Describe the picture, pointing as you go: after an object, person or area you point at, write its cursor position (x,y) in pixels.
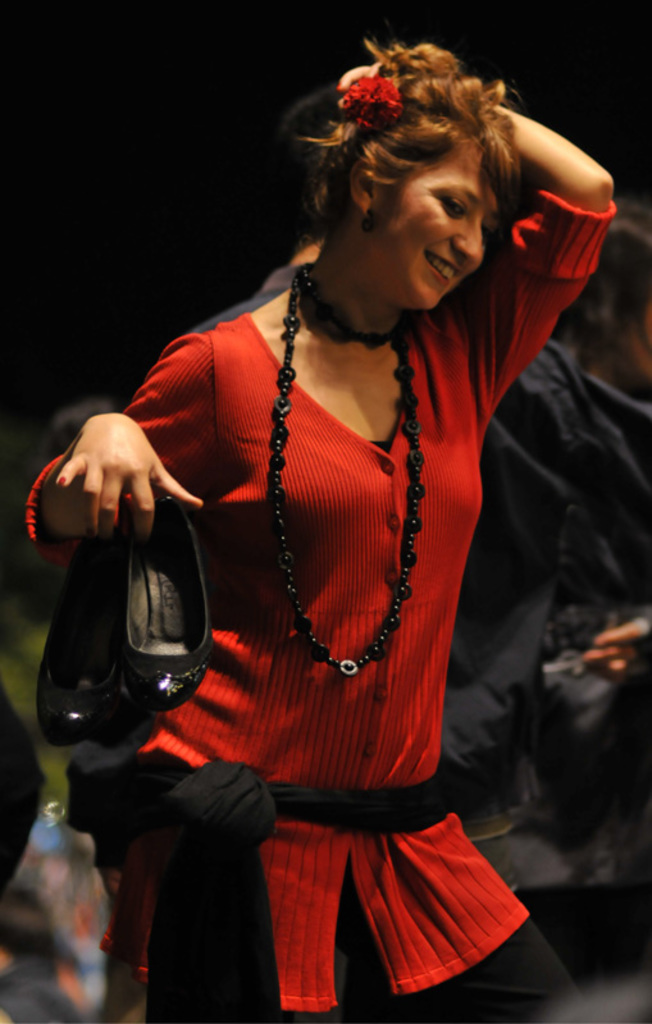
In the foreground of picture (400,498) we can see a woman (369,361) in red dress (450,549), she is holding shoes (182,562). In the middle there are people (565,470). The background (17,212) is blurred.
